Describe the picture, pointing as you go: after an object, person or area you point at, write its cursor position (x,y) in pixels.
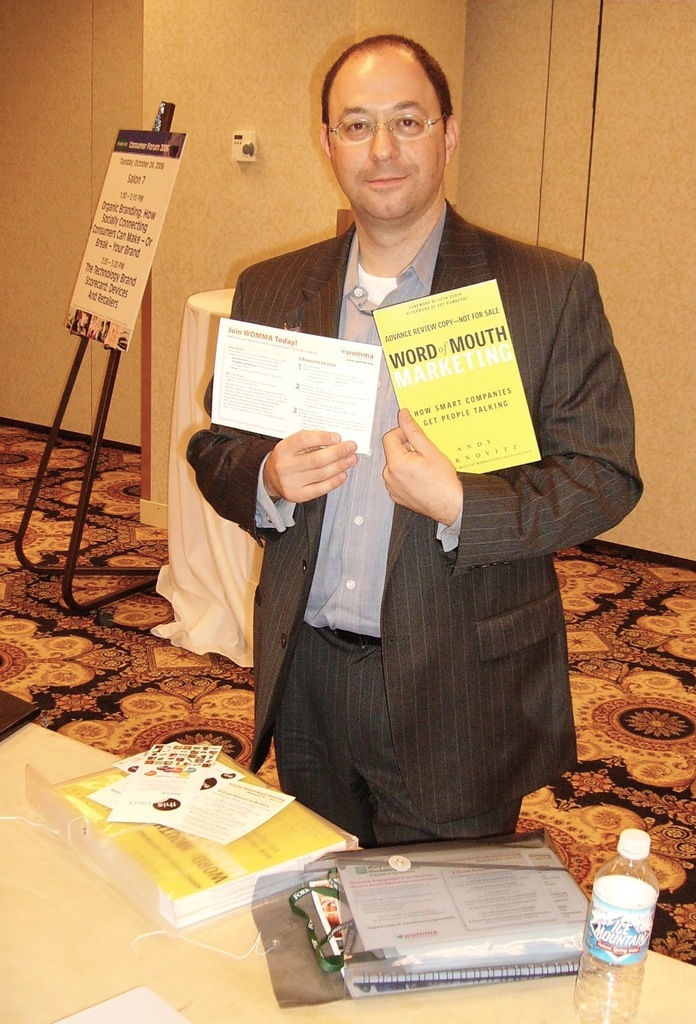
The man (334,444) in the middle of the picture (314,531) wearing a grey shirt (347,511) and black blazer (295,635) is holding books (502,452) or cards (233,361) in his hands (397,442). He is wearing spectacles (394,133) and he is smiling. In front of him, we see a cover (179,860) containing books (157,861), a cover (415,930) containing papers (356,888) and ID card (323,882) and water bottle (615,965) are placed on the table (174,936). Behind him, we see a table (195,343) which is covered with white color cloth (201,347). Beside that, we see a board (149,242) with some text (121,192) written on it. In the background (73,74), we see a wall (264,70) and a pillar (199,161).
